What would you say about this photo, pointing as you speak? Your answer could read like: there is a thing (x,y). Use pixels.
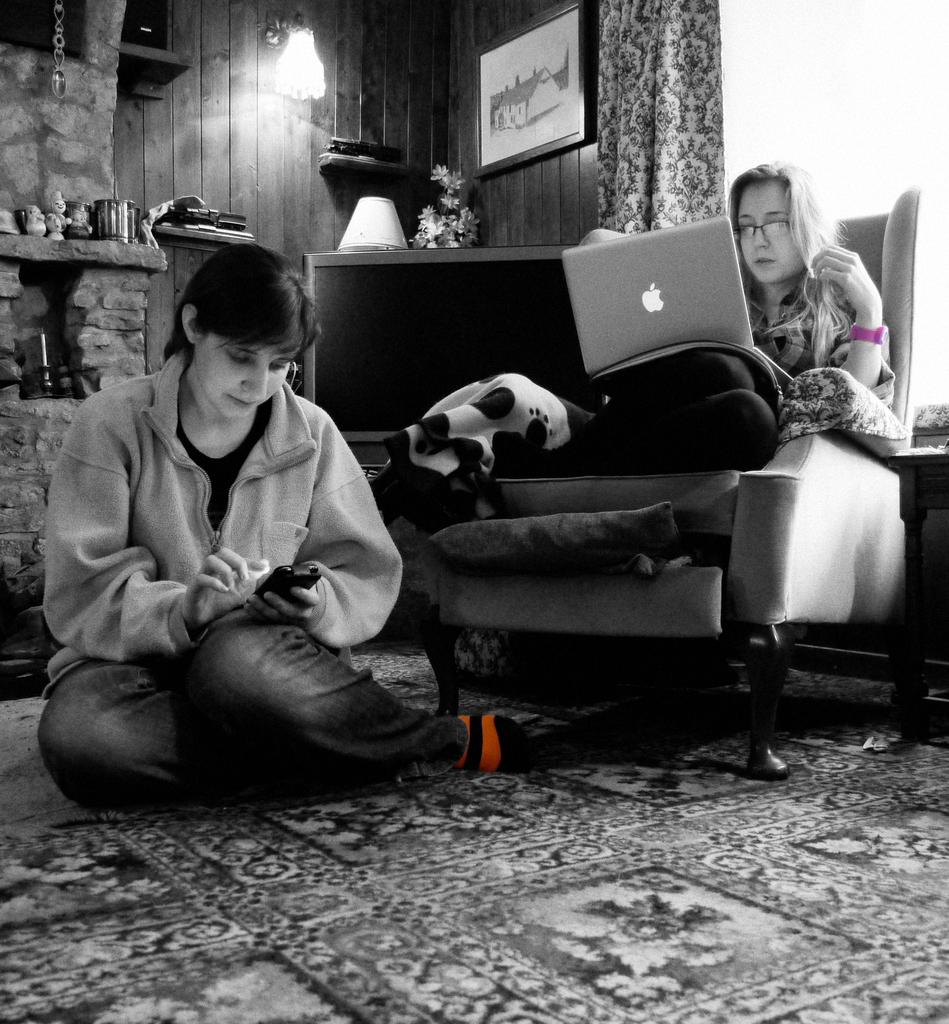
Black and white picture. This woman (218,650) is sitting on floor (286,798) and this woman (783,224) is sitting on a couch (752,501) and working on laptop (688,312). A picture (502,101) and light (289,59) on wall (237,68). This is window (766,96) with curtain (673,89). Backside of this television (417,358) there is a lamp (392,232) and plant (448,232).
